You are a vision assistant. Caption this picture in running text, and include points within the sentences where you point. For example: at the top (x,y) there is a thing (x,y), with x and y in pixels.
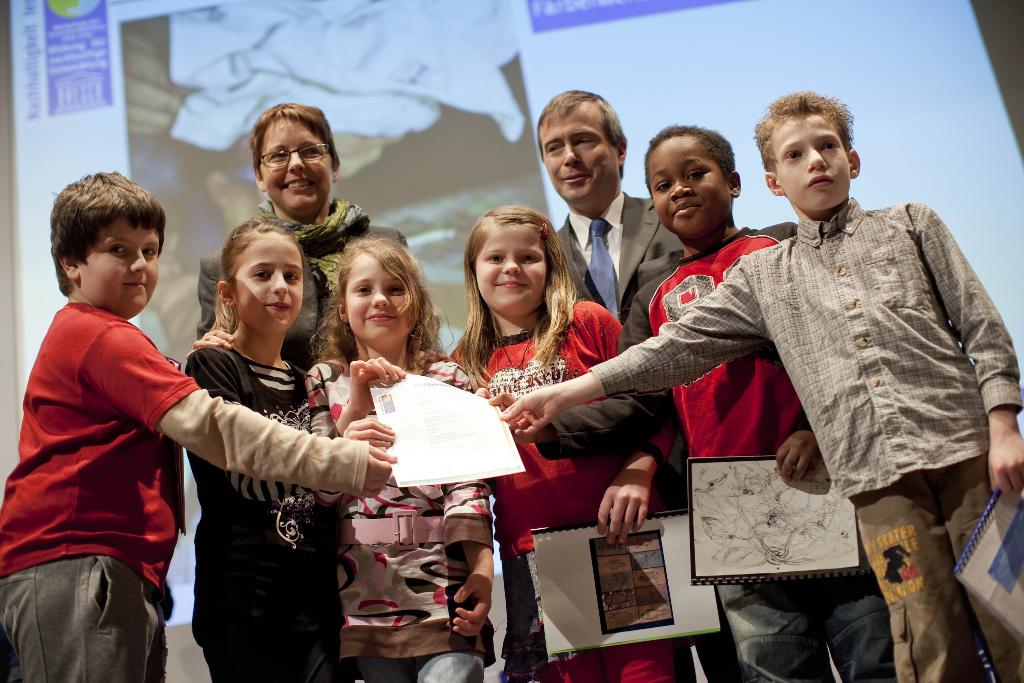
In this picture there are people (586,150) standing, among them few kids (557,466) holding a paper (502,460). In the background of the image (356,84) we can see screen (396,90).
